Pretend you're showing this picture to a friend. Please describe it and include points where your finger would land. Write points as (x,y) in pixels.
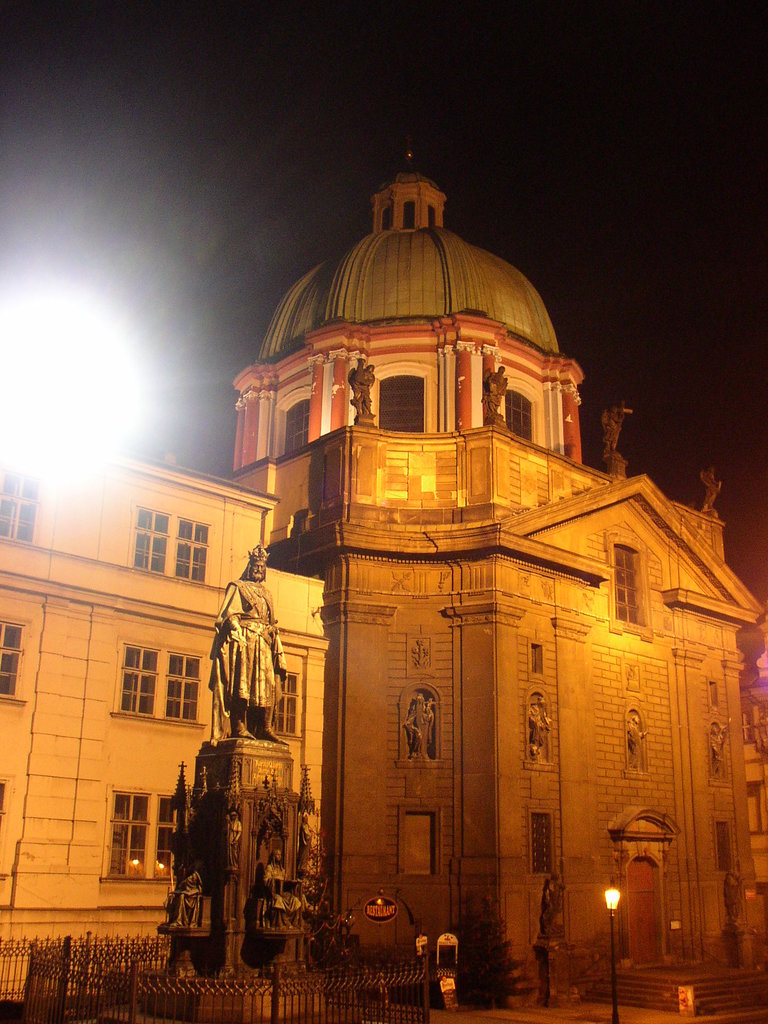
In this picture there is a statue (239,718) which has a fence (274,999) around it and there is a building (424,470) behind it and there is a light (77,352) in the left corner (97,354).
